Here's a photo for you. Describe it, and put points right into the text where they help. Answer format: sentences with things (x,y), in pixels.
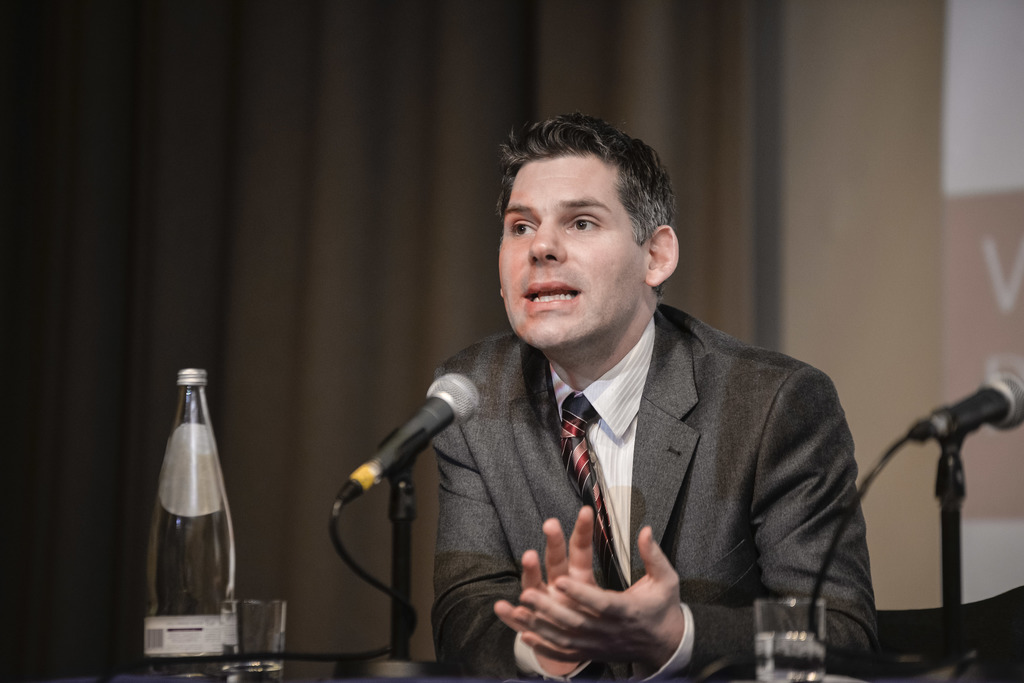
In the picture we can see a man (488,600) near the desk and talking in the microphone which is on the desk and besides it, we can see a bottle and glass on the table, in the background (18,347) we can see a wall (926,408) with a curtain (94,336).
